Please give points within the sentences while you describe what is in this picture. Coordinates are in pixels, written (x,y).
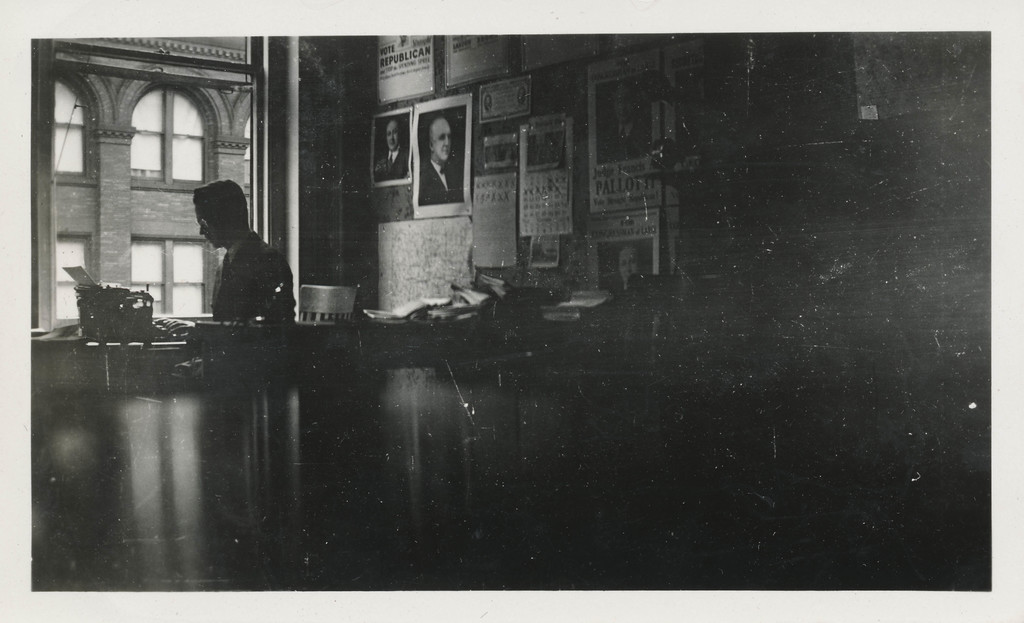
In this image we can see a wall (457,92) with posters (438,111) and a person (288,279) sitting on the chair (330,309), an object (132,321) in front of the person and a window (168,180) beside the person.
